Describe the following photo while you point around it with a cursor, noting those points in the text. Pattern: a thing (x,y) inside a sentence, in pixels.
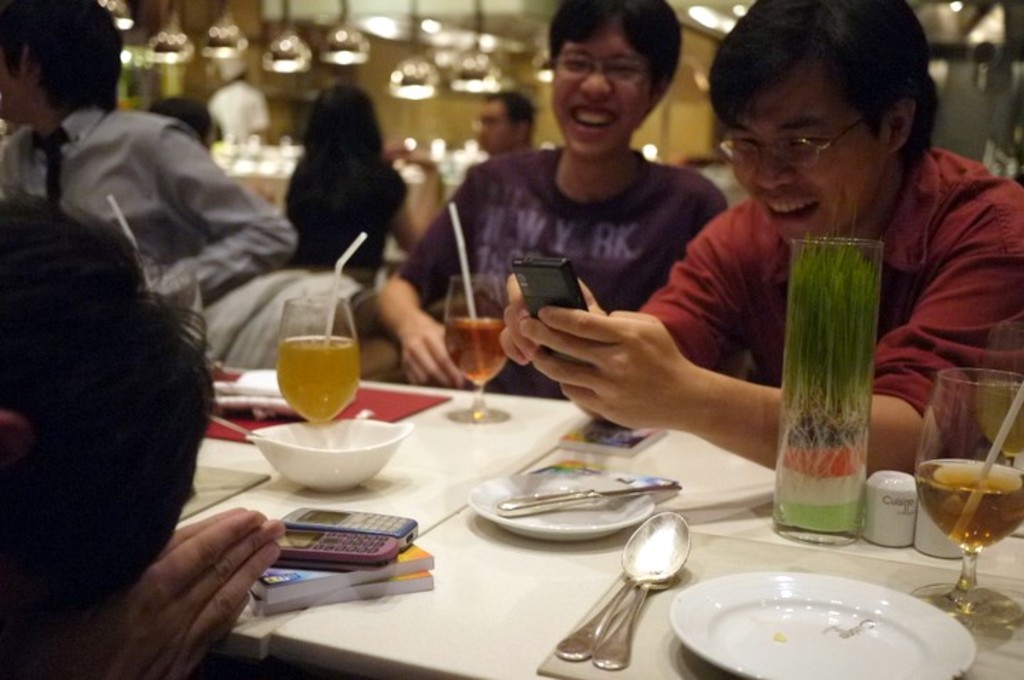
In this image we can see few people (541,250) sitting near the table (444,464), there are glasses (467,328) with drink (335,347) and straws (355,244), phones (375,529), books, plates (741,603), spoons (609,622), a bowl (291,448) and few other objects (883,508) on the table (451,456) and a person (831,192) is holding a phone (547,283) and a blurry background (538,5).
